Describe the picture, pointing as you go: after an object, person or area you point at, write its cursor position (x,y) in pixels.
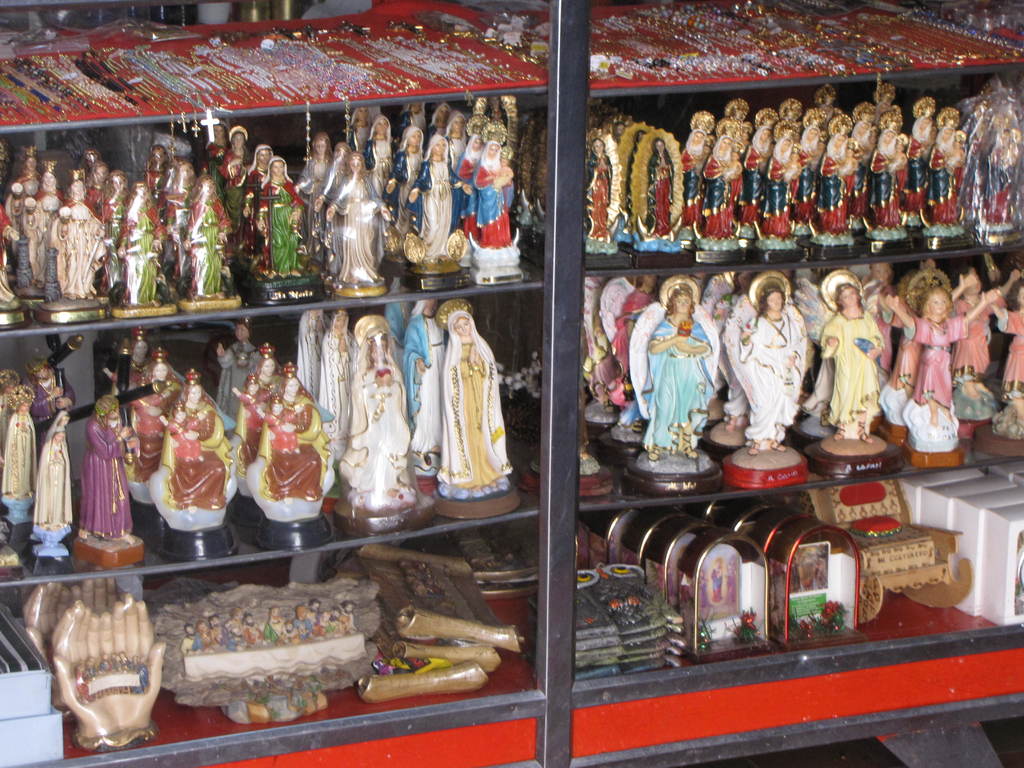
In the picture I can see dolls (288,465) on the shelf (355,569).
